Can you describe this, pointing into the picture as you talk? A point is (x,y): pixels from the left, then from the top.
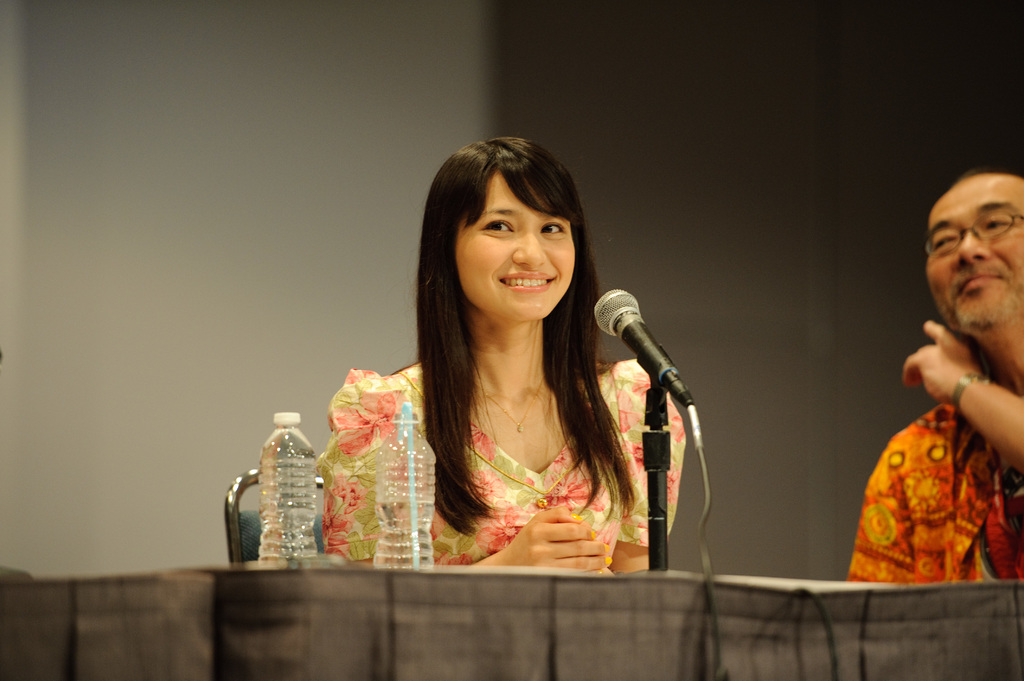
In this image I can see a woman (607,558) and a man (994,228) are sitting on chairs (229,523). I can see smile (510,274) on her face (563,287). On this table (148,600) I can see few bottles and a mic (610,295).
